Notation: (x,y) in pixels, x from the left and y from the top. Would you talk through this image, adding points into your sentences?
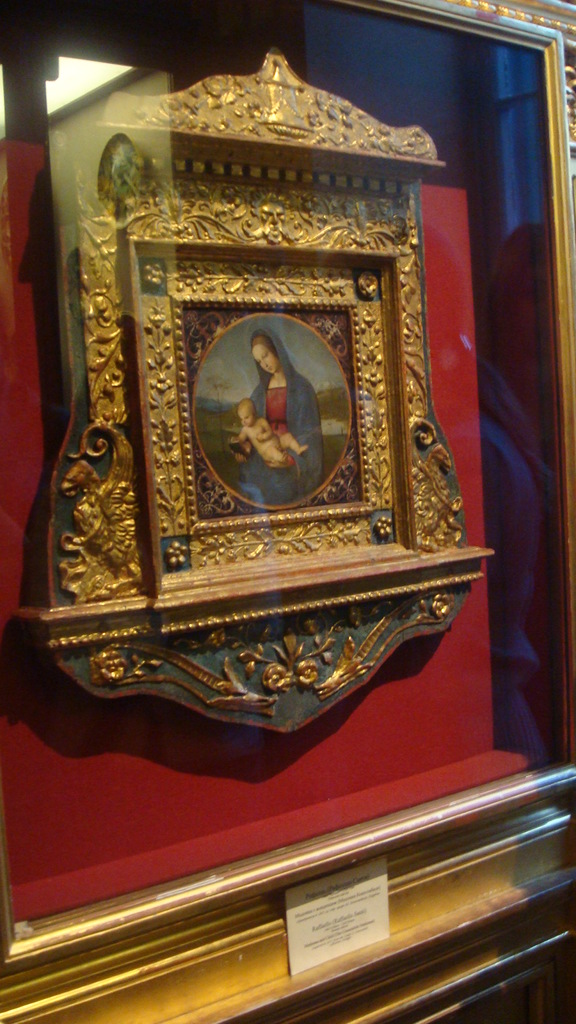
This picture contains a photo frame (336,471) in which woman (285,428) wearing blue dress (312,414) is holding a baby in her hands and in the background (64,702), it is red in color. At the bottom of the picture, we see a label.
